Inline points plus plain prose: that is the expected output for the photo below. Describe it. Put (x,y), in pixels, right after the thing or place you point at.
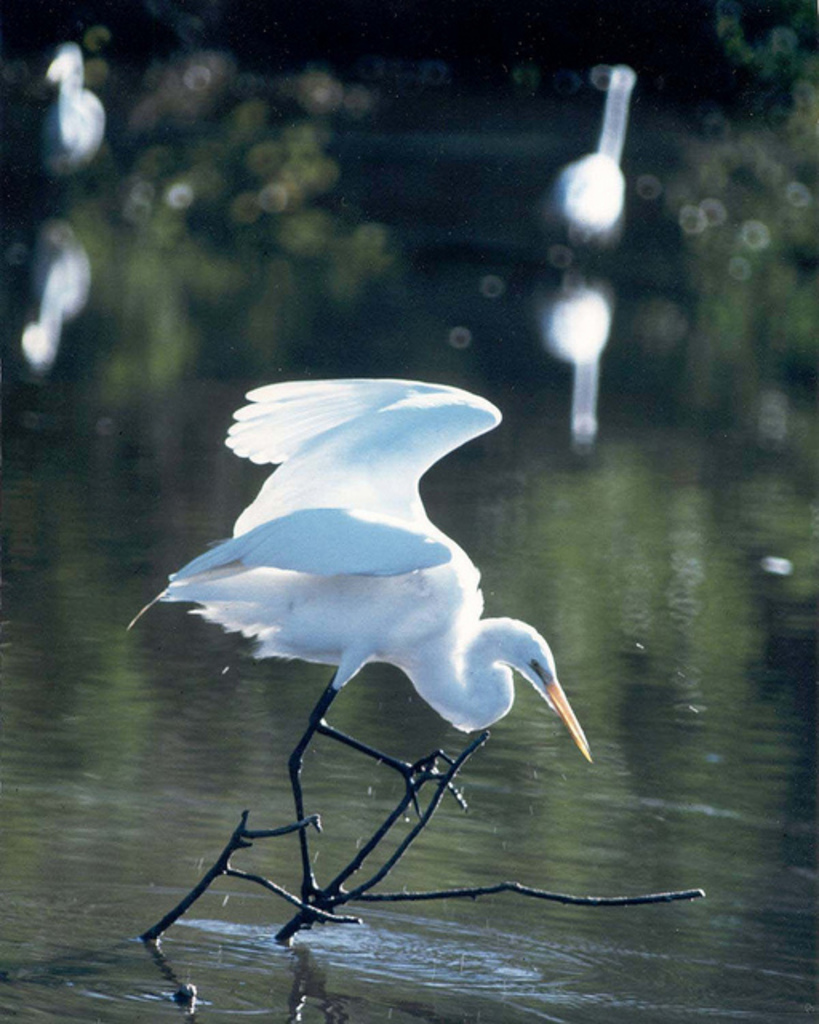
This picture is clicked outside the city. In the foreground (391,899) we can see a white color bird (330,594) seems to be standing and we can see the stems (370,886) of a tree (470,894) and a water body (688,622). The background of the image (527,109) is blurry and we can see there are some objects (607,209) in the background (603,220).
